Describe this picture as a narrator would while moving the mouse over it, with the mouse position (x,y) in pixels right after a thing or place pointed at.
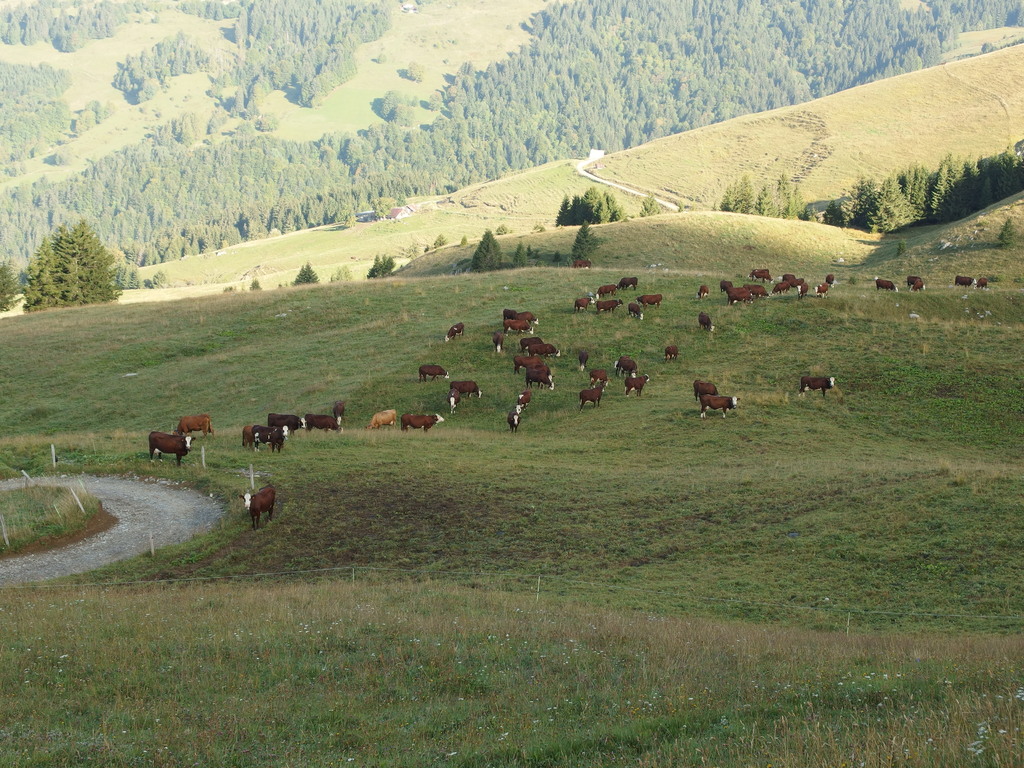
A herd of cattle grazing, in the left side (286,185) there are trees (165,251).
